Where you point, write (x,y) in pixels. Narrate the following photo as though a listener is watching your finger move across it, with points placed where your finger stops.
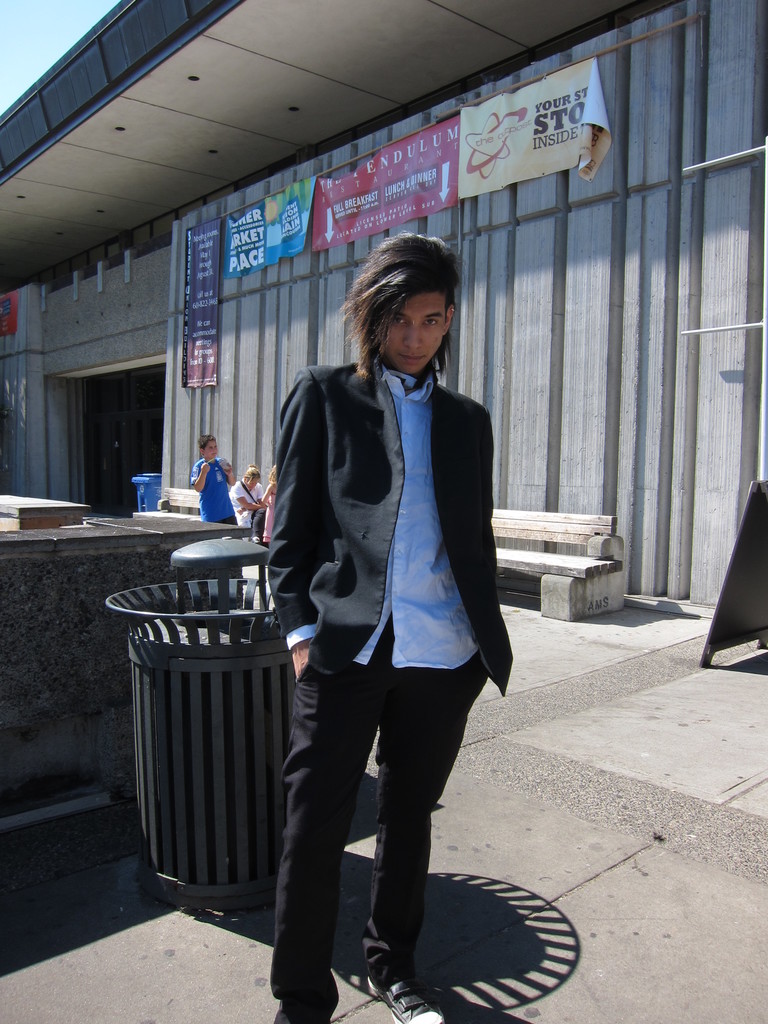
The picture is taken outside a building (101,450). In the foreground of the picture (243,648) there are dustbin (133,604), a sign board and a man (359,611) in black suit (338,502). In the center of the picture (269,484) there are people (237,490) standing near the benches (521,523). In the background (290,172) there is a building (167,214), to the building (144,282) there are banners (255,263). Sky (43,62) is clear and it is sunny.
